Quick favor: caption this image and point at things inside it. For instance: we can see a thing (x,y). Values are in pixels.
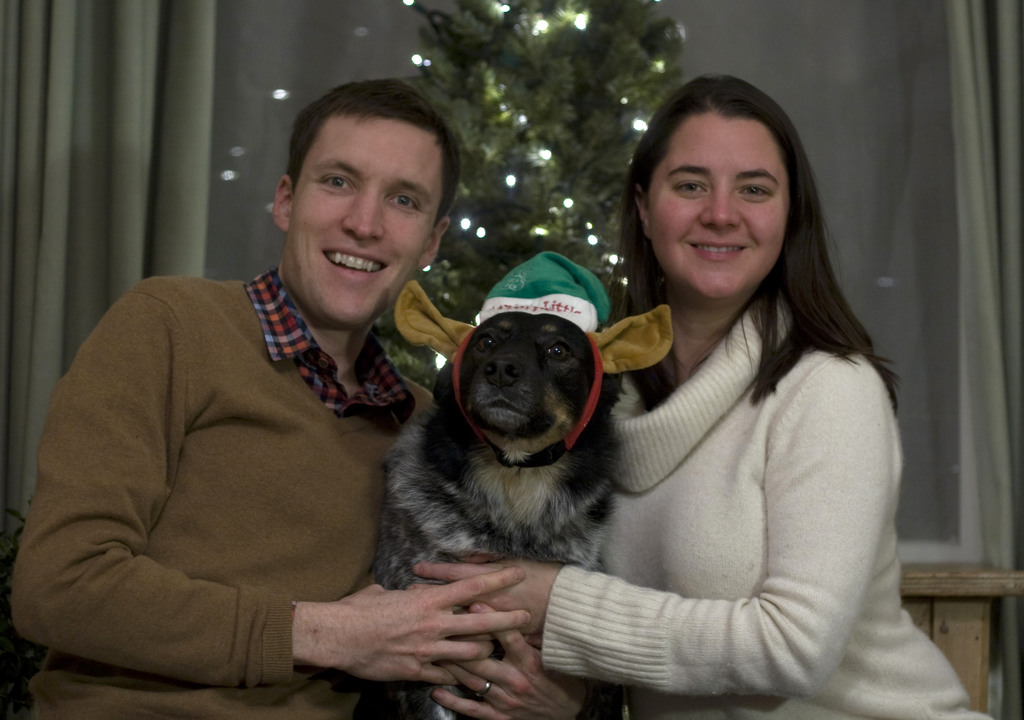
In the image we can see two persons (672,596) were sitting and holding dog (517,426). In the background (178,94) there is a curtain (145,137).
